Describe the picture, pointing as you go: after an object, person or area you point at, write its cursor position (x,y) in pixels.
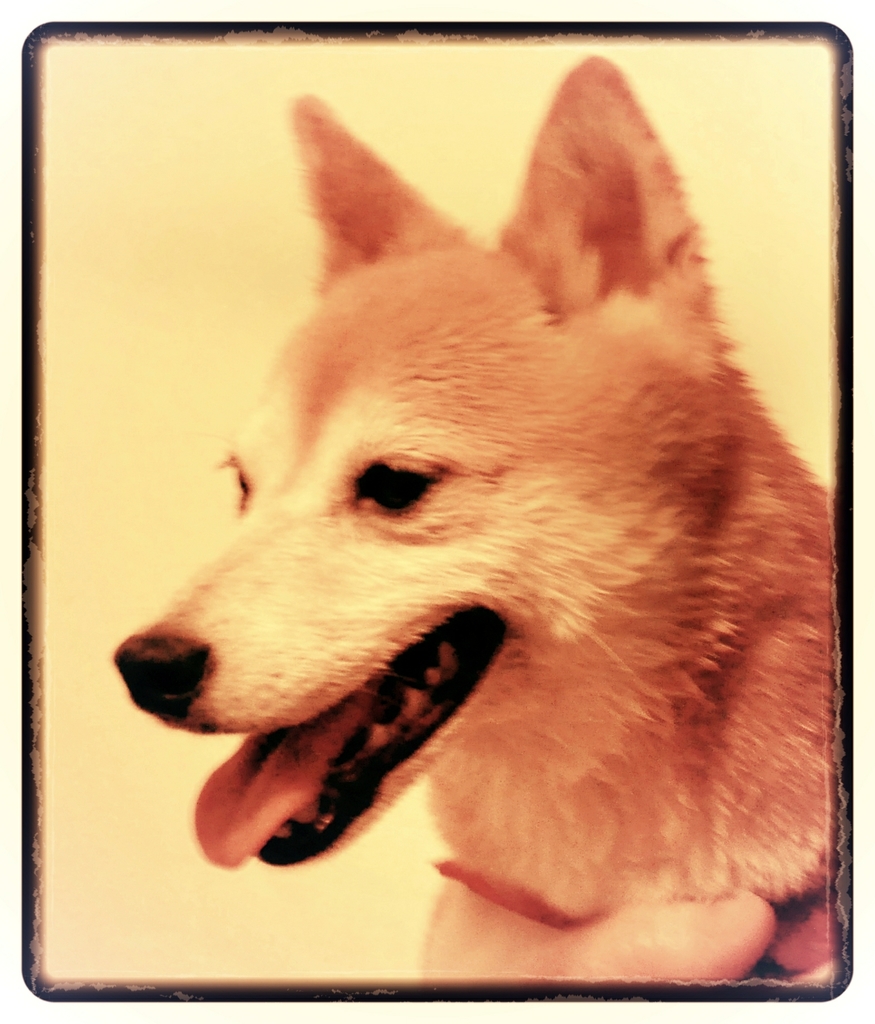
The picture consists of a dog (471,449). At the bottom (595,920) there is a person's hand (503,945).
